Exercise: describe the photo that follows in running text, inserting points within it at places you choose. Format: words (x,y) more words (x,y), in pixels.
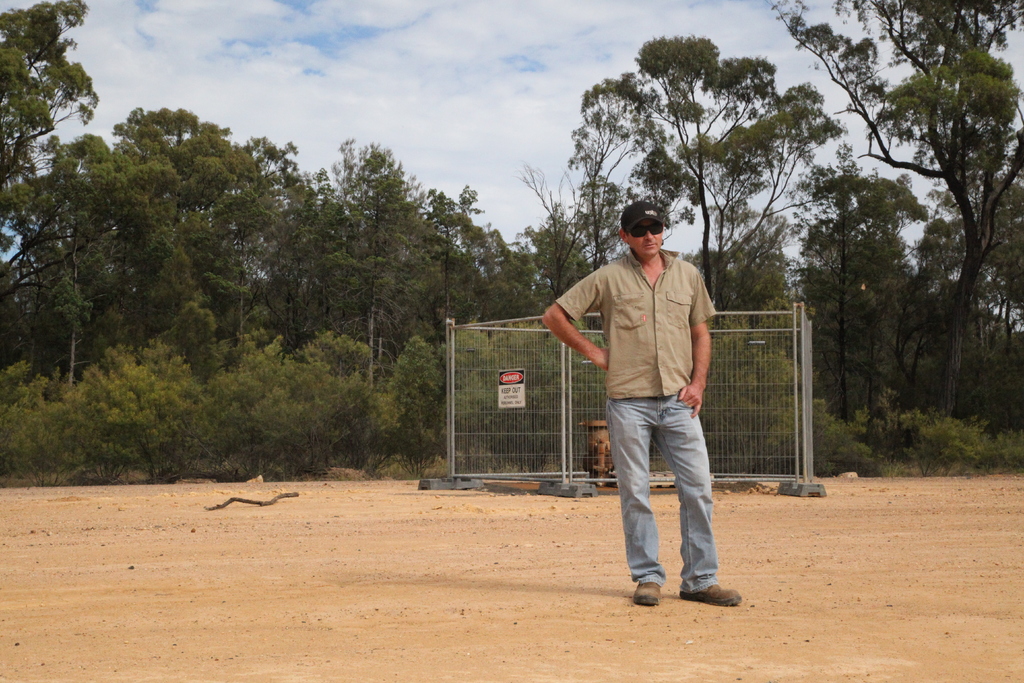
In this image we can see a person (605,367), fence (472,449) and other objects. In the background of the image (488,246) there are trees (186,265) and the sky (493,111). At the bottom of the image (561,629) there is the ground (620,639).
